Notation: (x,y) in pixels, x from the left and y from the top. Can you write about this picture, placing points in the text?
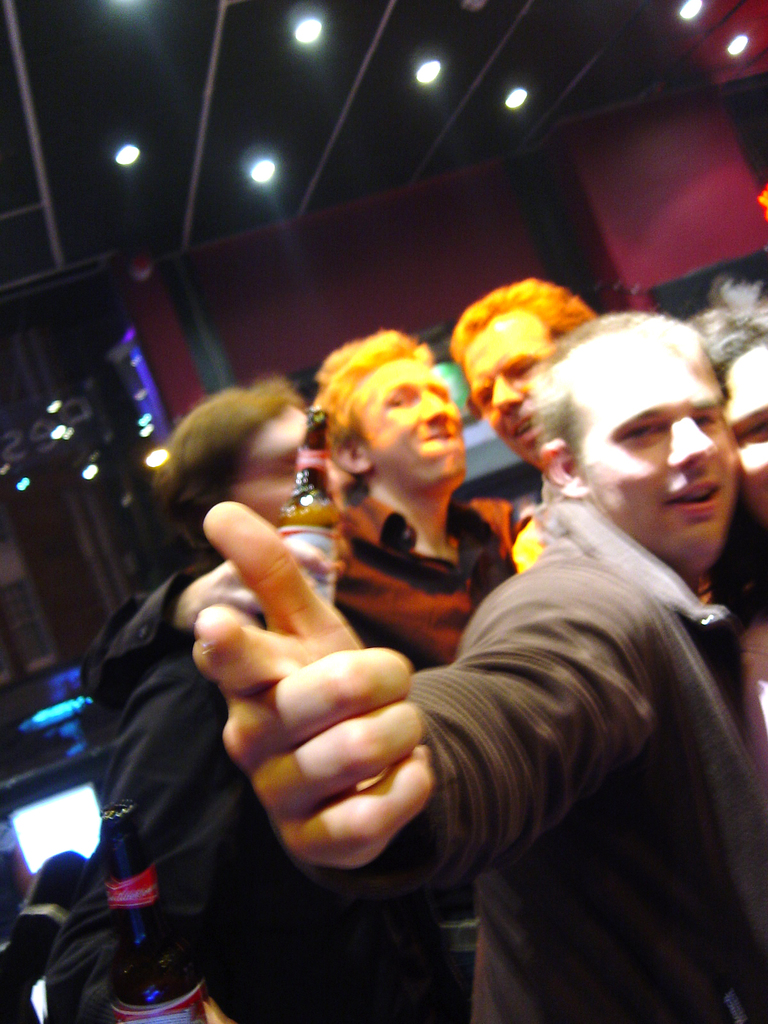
In this image we can see a few people (449,663), among them some are holding bottles (144,958), at the top of the roof (276,199), we can see some lights (272,170) and poles (218,48), in the background (179,271) we can see a wall (558,225).
